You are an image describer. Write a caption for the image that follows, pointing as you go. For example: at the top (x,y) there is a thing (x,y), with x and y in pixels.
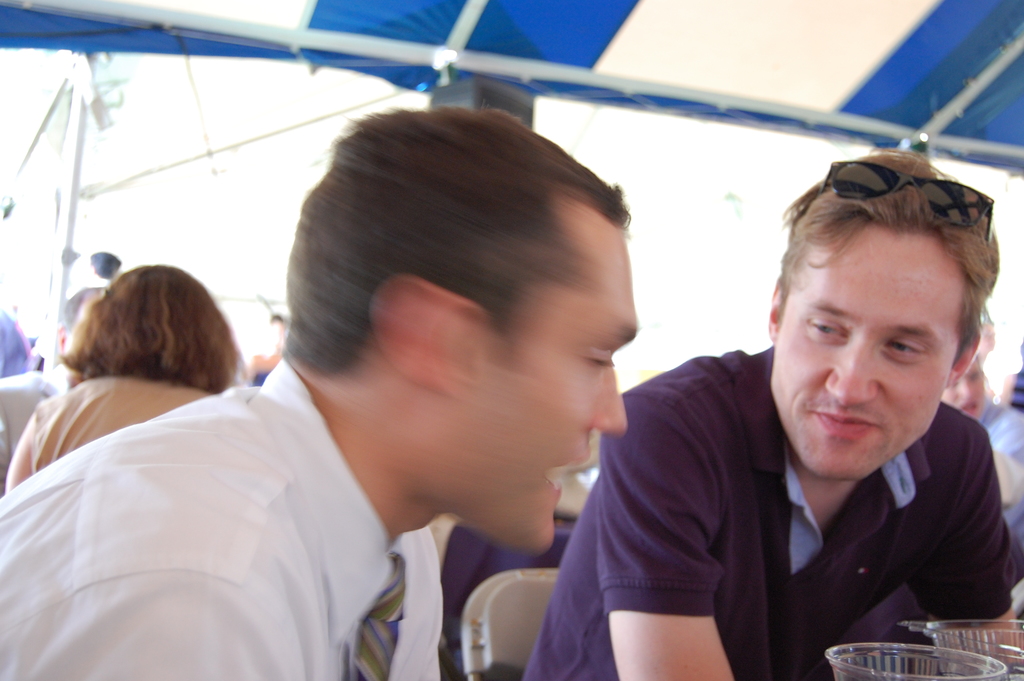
In this image, we can see persons (217,493) wearing clothes (210,486). There are glasses (919,645) in the bottom right of the image (898,647). There is a tent (620,56) at the top of the image (616,32).
